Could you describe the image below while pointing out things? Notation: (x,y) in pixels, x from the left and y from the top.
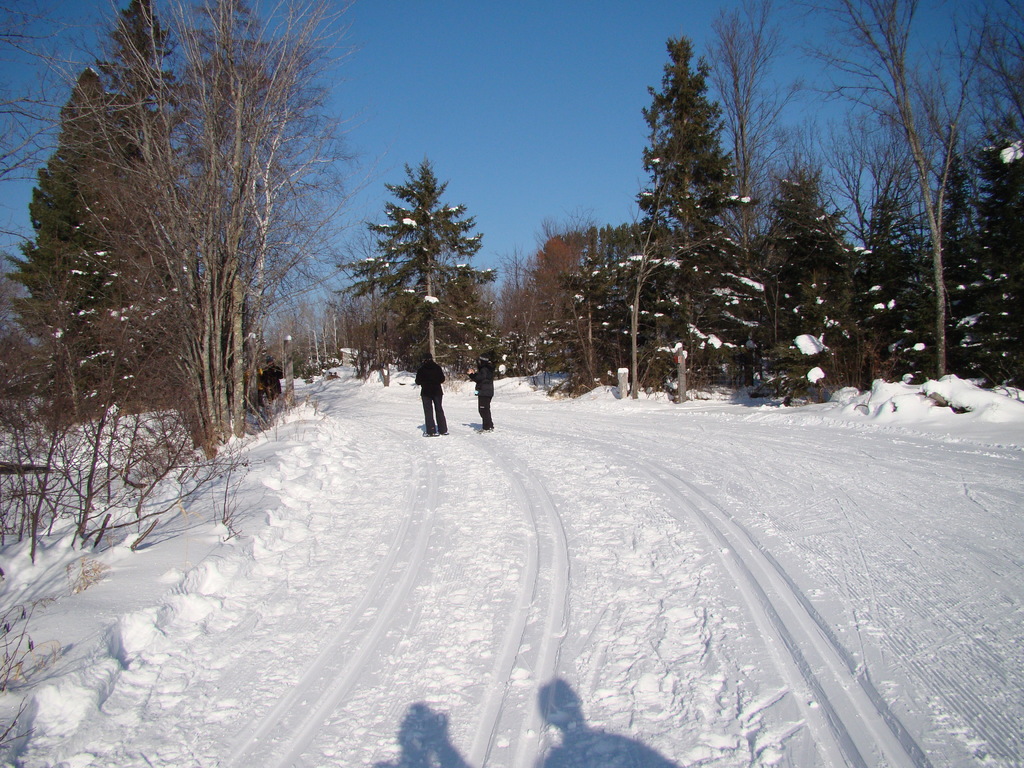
In this image I can see few people (426,410) standing on the snow (529,566). These people (433,396) are wearing the black color dress (432,382). To the side there are many trees (515,355). In the back (437,19) I can see the sky (493,13).
